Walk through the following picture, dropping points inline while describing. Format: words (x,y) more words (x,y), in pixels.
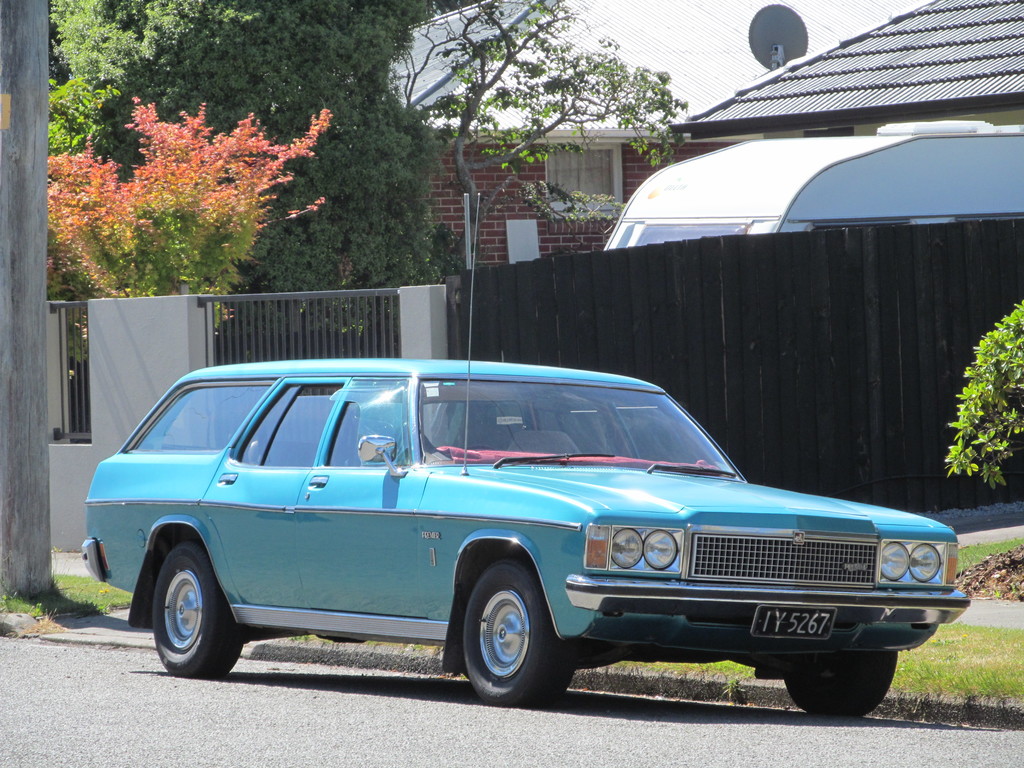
In this image there is a vehicle (539,485) on the road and trees (106,12), behind the vehicle (388,512) there is a railing (967,316), behind that there is another vehicle (661,238) in front of the building (600,182) and there are trees (497,166). In the background (553,58) there are roofs (646,17).
